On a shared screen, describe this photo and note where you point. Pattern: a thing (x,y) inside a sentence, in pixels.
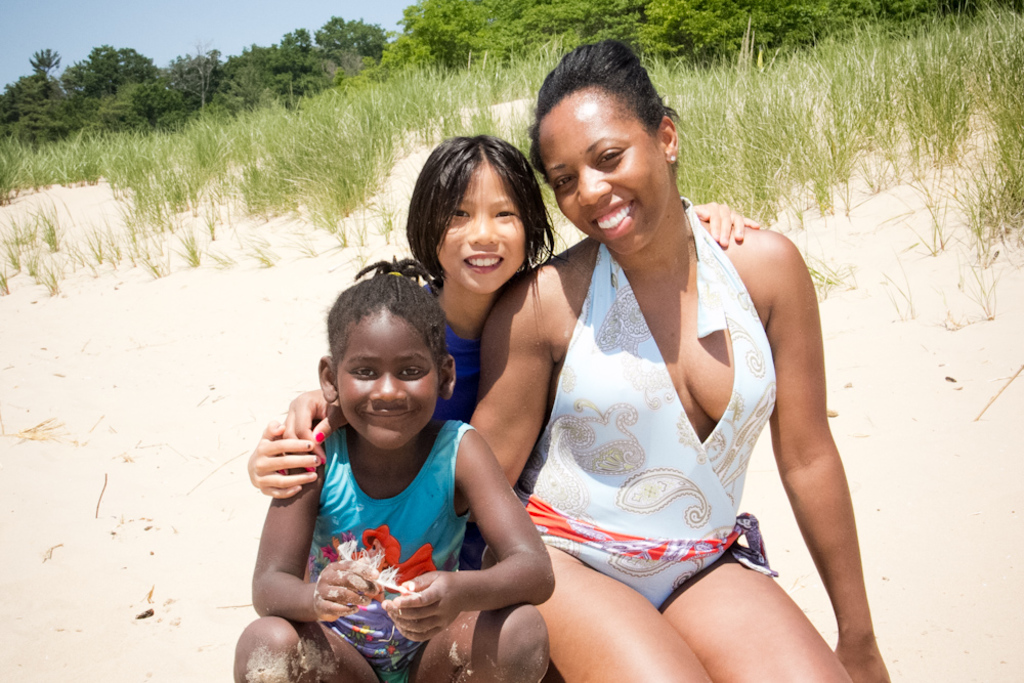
In this image there are people (570,430) and we can see trees (436,41). There is sand (234,330) and we can see grass (386,97). At the top (268,35) there is sky (110,35).
